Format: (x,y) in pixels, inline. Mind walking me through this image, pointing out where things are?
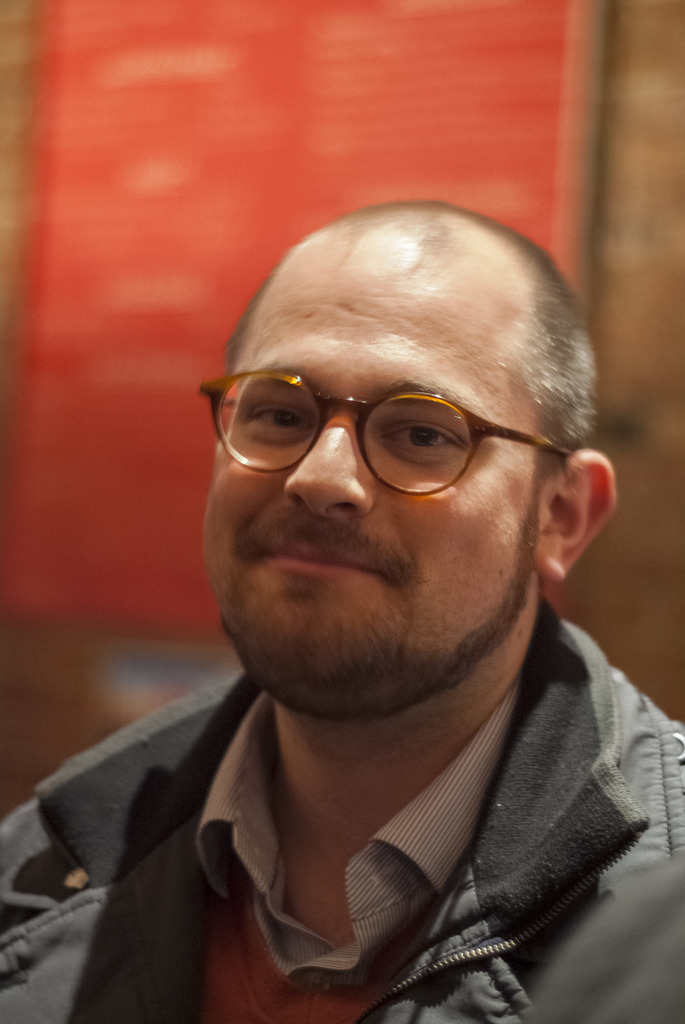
In this image I can see a person (428,865) wearing white shirt (417,855), black jacket (198,884) and spectacles (431,430) is smiling and I can see the brown and orange colored background (668,407).
